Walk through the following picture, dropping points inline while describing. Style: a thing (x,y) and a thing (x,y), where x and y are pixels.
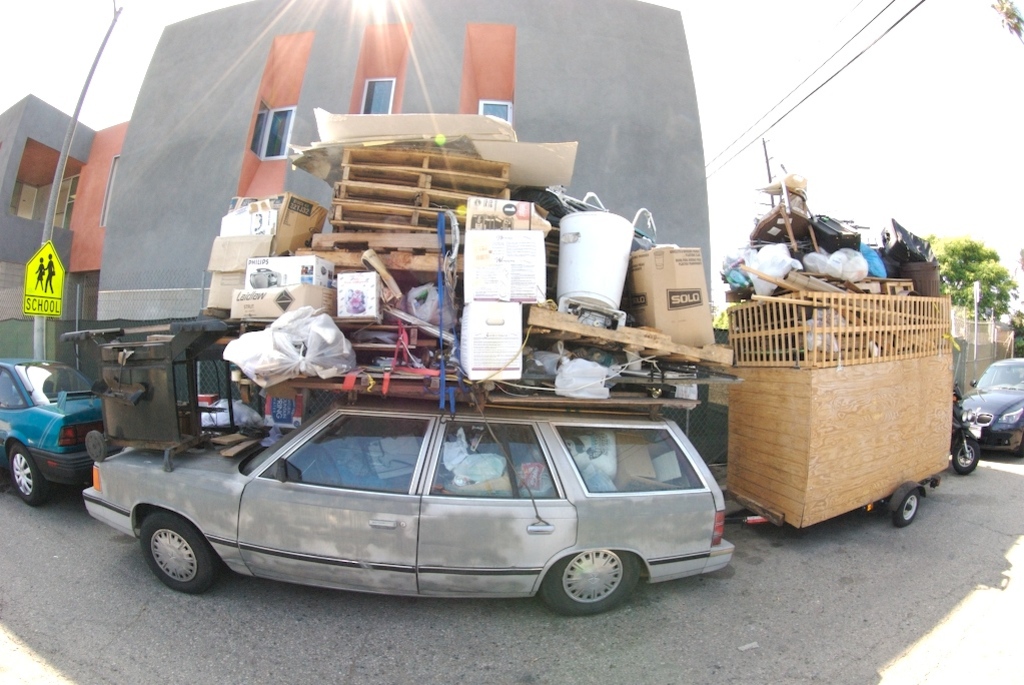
In this picture we can see some vehicles (425,496) on the road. At the top of the car (245,470) there are cardboard boxes (658,294), polyethylene cover (290,323), wooden objects (400,204) and any other objects (437,275). Behind the vehicles (2,400) there are buildings (435,112) and a pole (65,154) with a signboard (31,282). On the right side of the vehicles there are cables (766,112), trees (948,255) and the sky (870,81).
